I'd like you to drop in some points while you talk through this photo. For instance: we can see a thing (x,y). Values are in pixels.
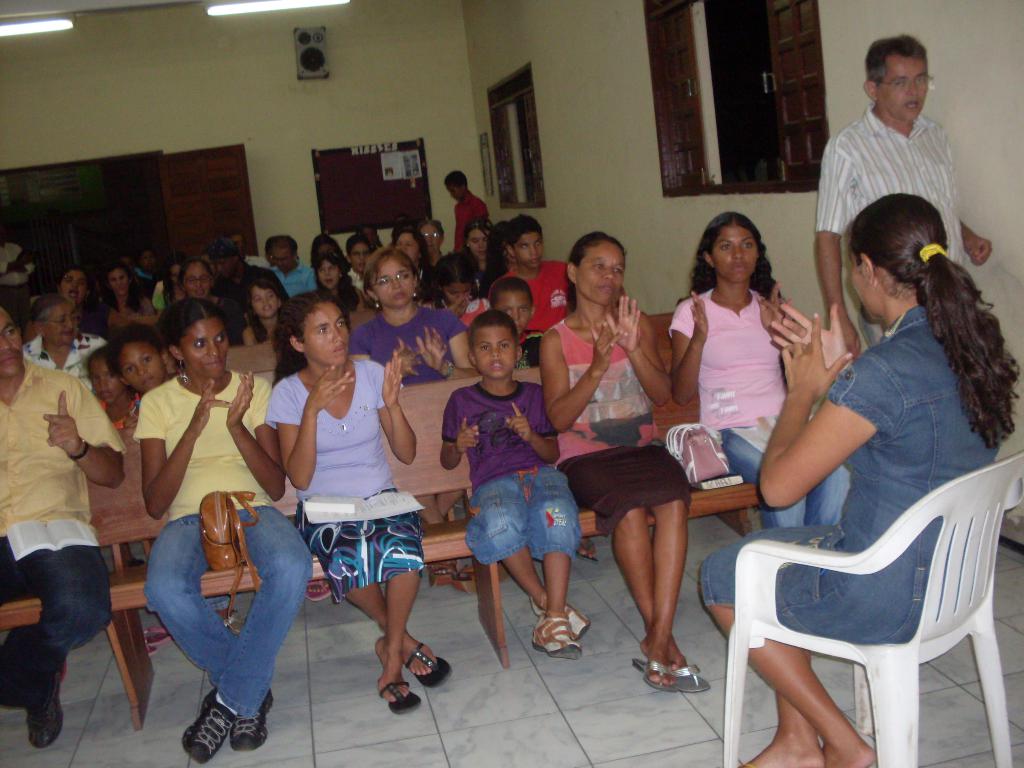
In a given image we can see many children (509,392), people (369,399) are sitting on a bench (392,461). This is a floor (563,714). This is a chair (920,645) on which a woman (898,431) is sitting. This man (901,158) is walking and wearing a spectacle (904,85).
